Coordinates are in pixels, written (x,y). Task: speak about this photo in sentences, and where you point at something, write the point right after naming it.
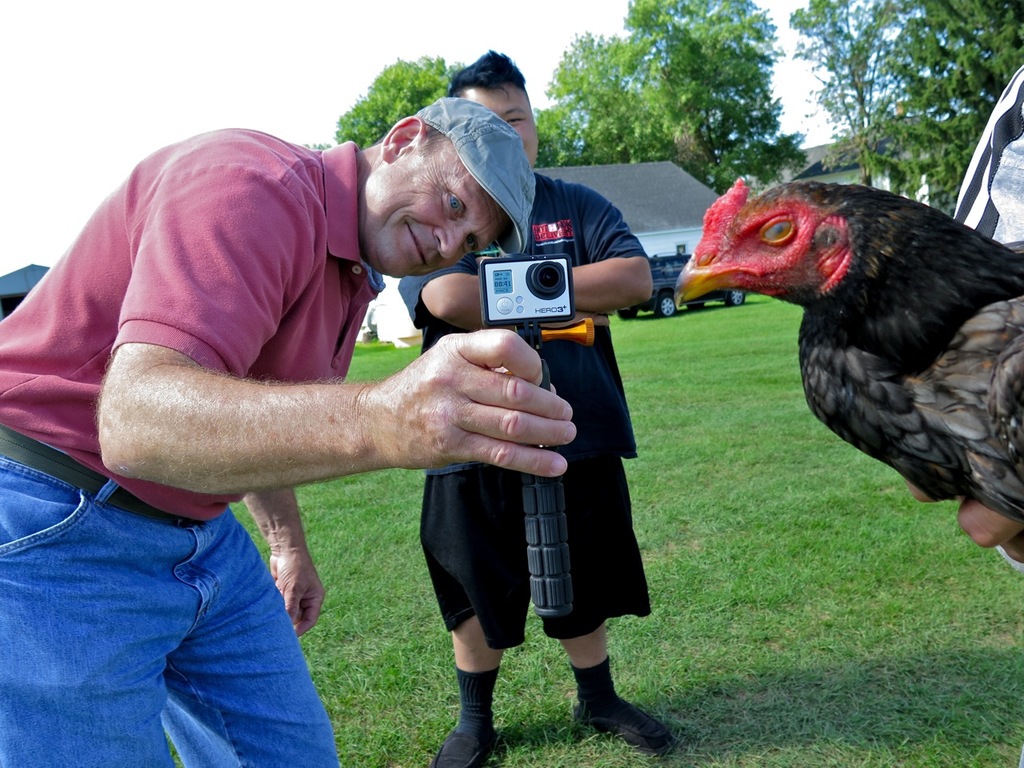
In this image I can see a man (186,219) wearing pink t shirt (199,217), blue jeans (56,705) and hat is standing and holding a black colored object (544,539) in his hand (525,361). To the right side of the image (911,285) I can see a hen (923,381) which is black, red and brown in color and I can see another person (580,271) wearing black dress (583,559) is standing on the ground (629,630). In the background (610,175) I can see few buildings (661,191), a car (736,294), few trees (914,6) and the sky (171,34).
